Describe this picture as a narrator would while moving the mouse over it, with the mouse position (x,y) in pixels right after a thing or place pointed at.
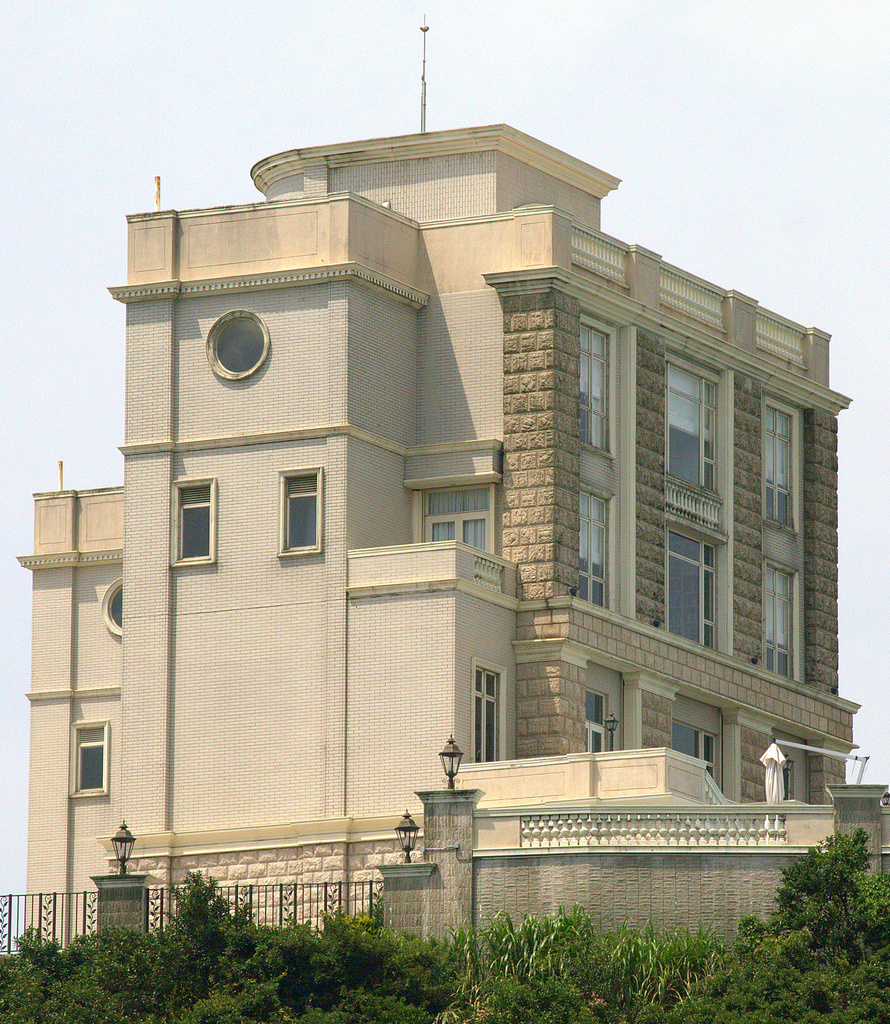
In this image there is a building (473,502). Before it there is a fence (166,889) to the wall (443,886) having few lamps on it. Before there are few plants (294,949). Top of image (48,138) there is sky (355,44).
